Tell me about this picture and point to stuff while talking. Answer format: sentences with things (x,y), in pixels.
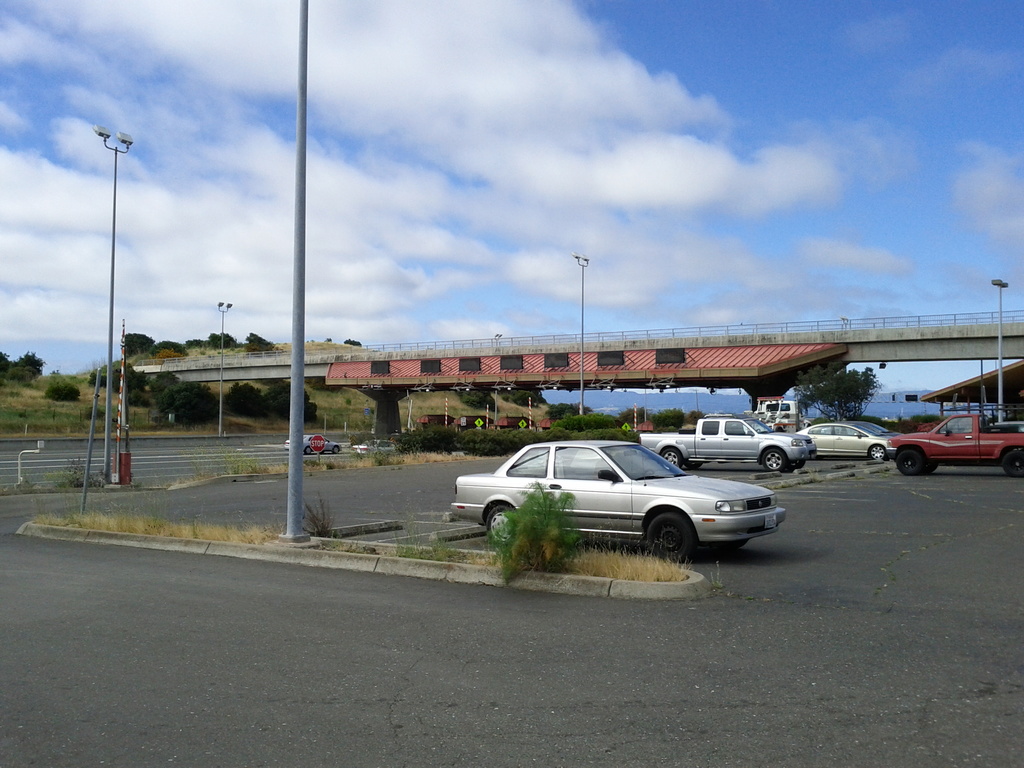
in this image we can see sky (353,132) with clouds (436,132), street poles (302,49), street lights (99,131), road (284,610), pavement (562,579), grass (611,562), plants (553,544), trees (243,404), vehicles (603,487), foot over bridge (655,351) and a sign board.
